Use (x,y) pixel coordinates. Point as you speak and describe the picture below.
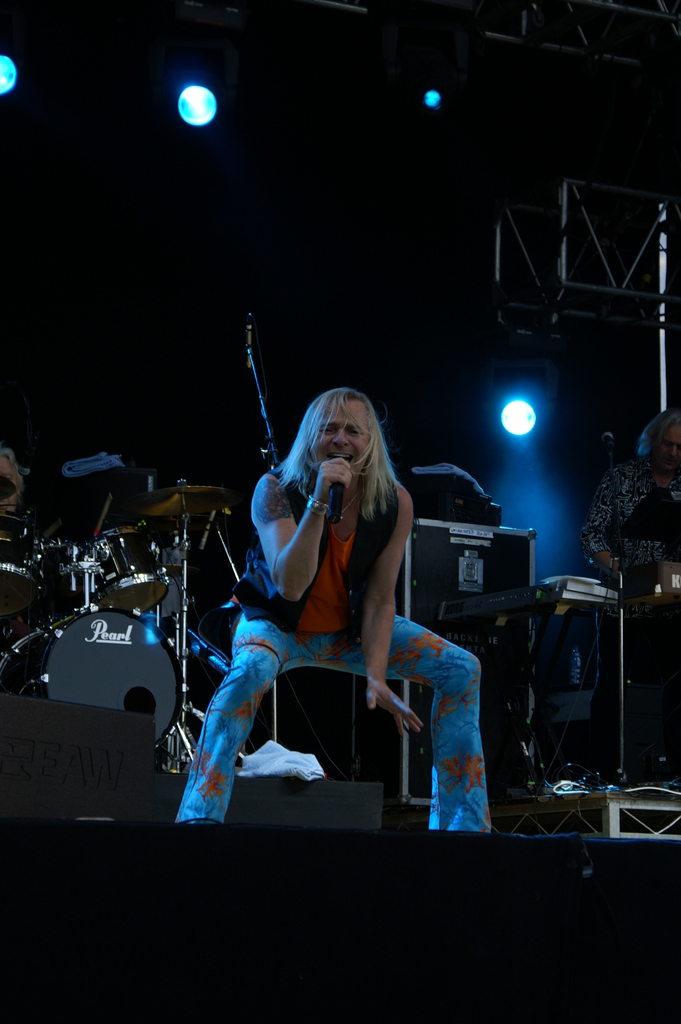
In the center of the picture (332,614) we can see a person (267,596) holding a mic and singing behind him there are drums (186,516), stand (262,409), mic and other musical equipment (638,692). In the background (13,61) there are lights (409,61) and iron frames (566,235). On the right (666,454) we can see a person (671,445) playing a musical instrument (627,586). On the left (3,456) we can see a person (11,461) playing drums (6,537).
